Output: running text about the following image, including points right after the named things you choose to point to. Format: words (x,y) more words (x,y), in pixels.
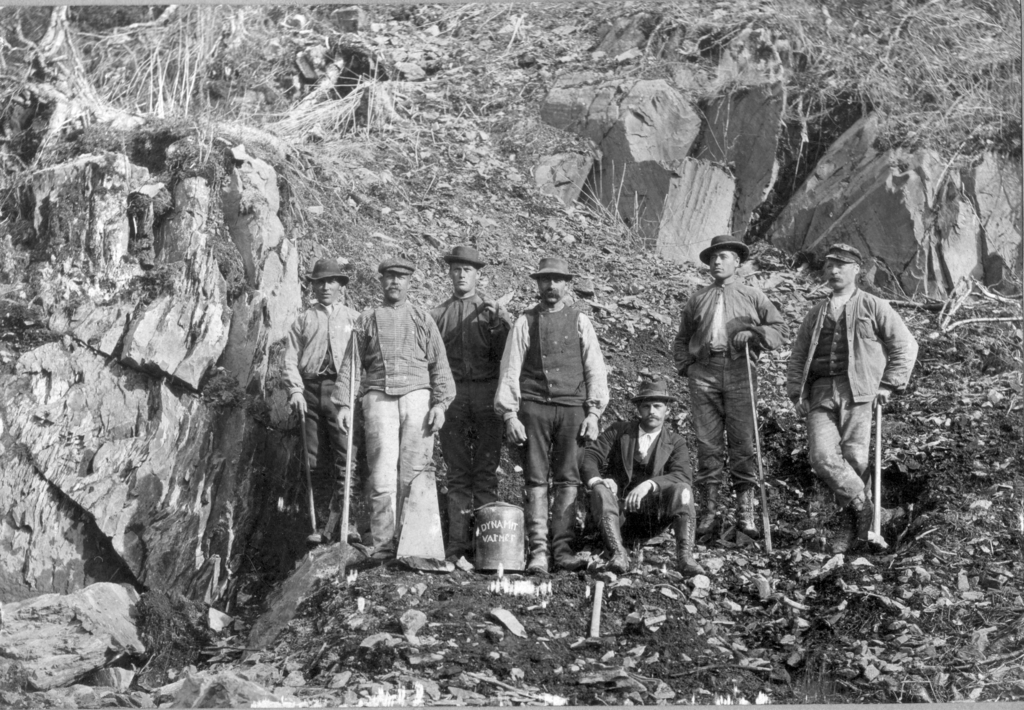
In this image there are a few people (587,387) standing and sitting by holding sticks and hammers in their hands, in front of them there is an object (481,534), behind them there are rocks (254,283) and grass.
